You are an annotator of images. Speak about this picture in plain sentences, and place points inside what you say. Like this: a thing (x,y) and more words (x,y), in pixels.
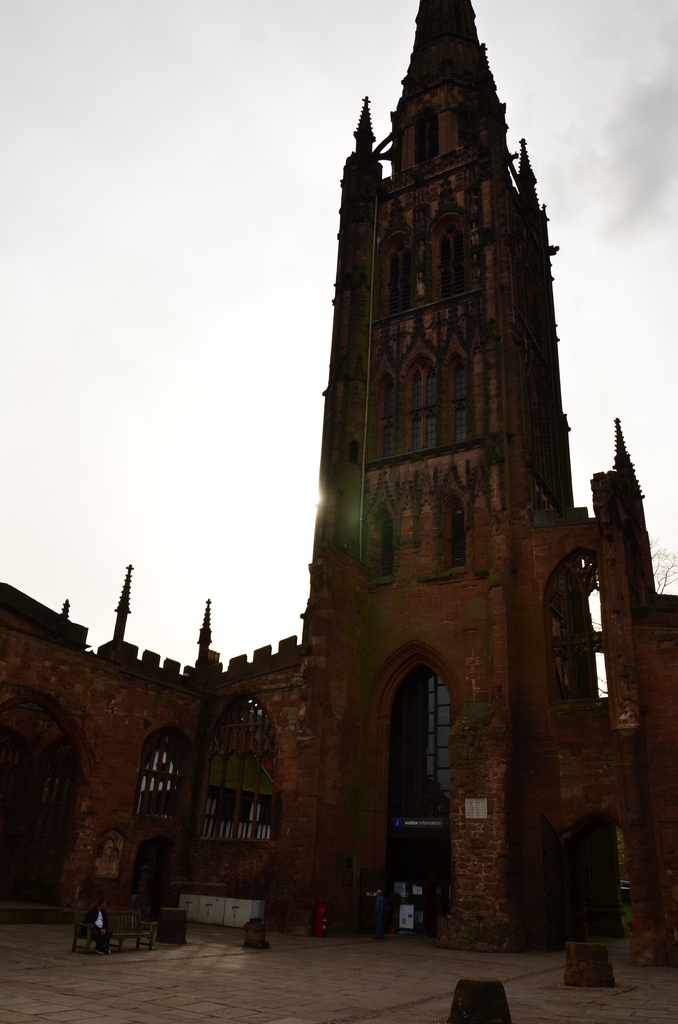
In this image, we can see a building (429,622) and a tree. At the bottom (110,917), there is a bench (135,912) and we can see some stones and objects (318,905) the road (236,947). At the top (134,173), there is sky (134,173).
